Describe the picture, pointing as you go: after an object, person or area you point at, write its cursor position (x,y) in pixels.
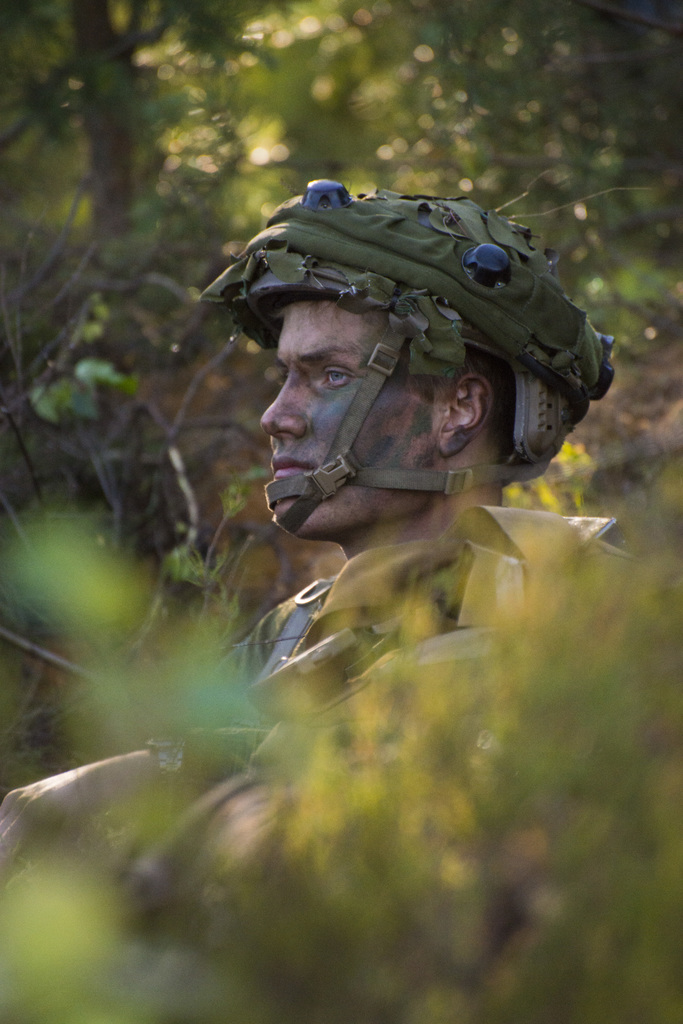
In this image I can see a man (360,684), I can see he is wearing green colour helmet (461,275). I can also see trees (274,147) and I can see this image is little bit blurry from background (35,326).
